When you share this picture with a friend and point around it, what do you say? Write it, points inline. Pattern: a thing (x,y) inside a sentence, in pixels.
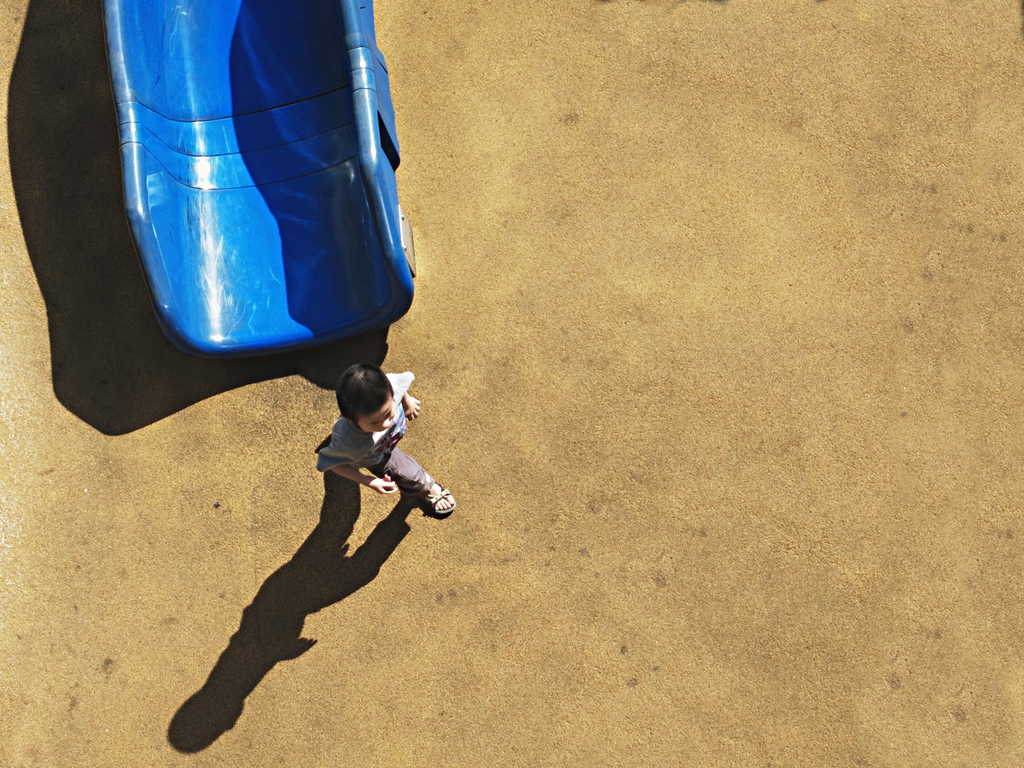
In this image we can see a blue color object (332,225) on the ground (524,627). We can also see a boy (373,477) walking.
